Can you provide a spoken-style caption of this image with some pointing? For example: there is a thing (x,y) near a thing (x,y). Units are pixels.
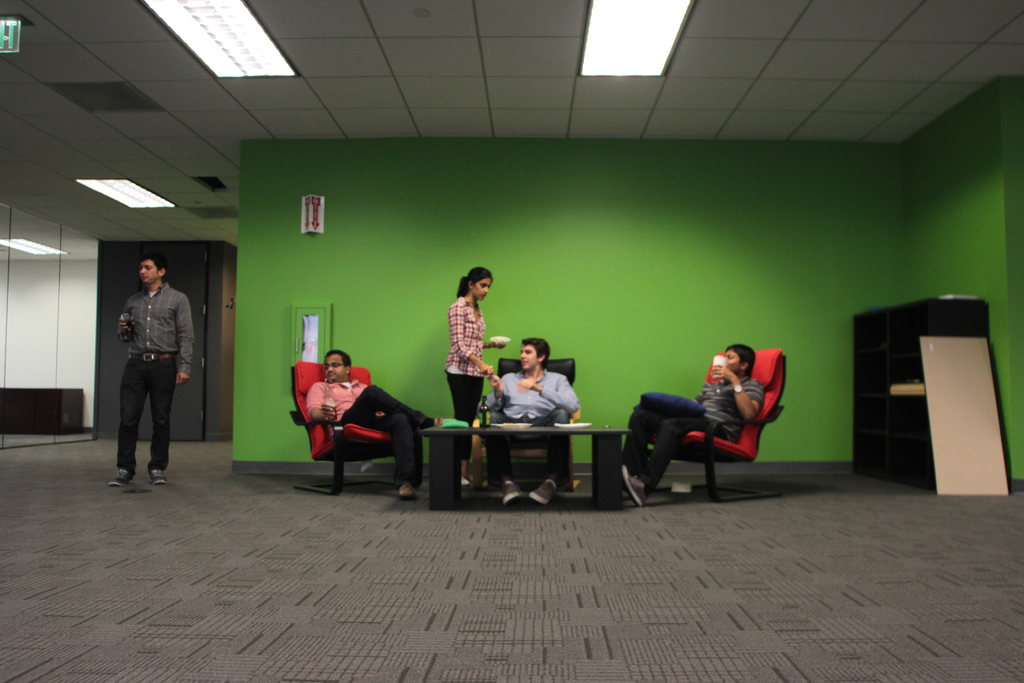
This picture shows three men (406,433) seated on the chair (312,374) and two people (457,371) are standing and we see a bottle (487,416) on the table (558,431).
